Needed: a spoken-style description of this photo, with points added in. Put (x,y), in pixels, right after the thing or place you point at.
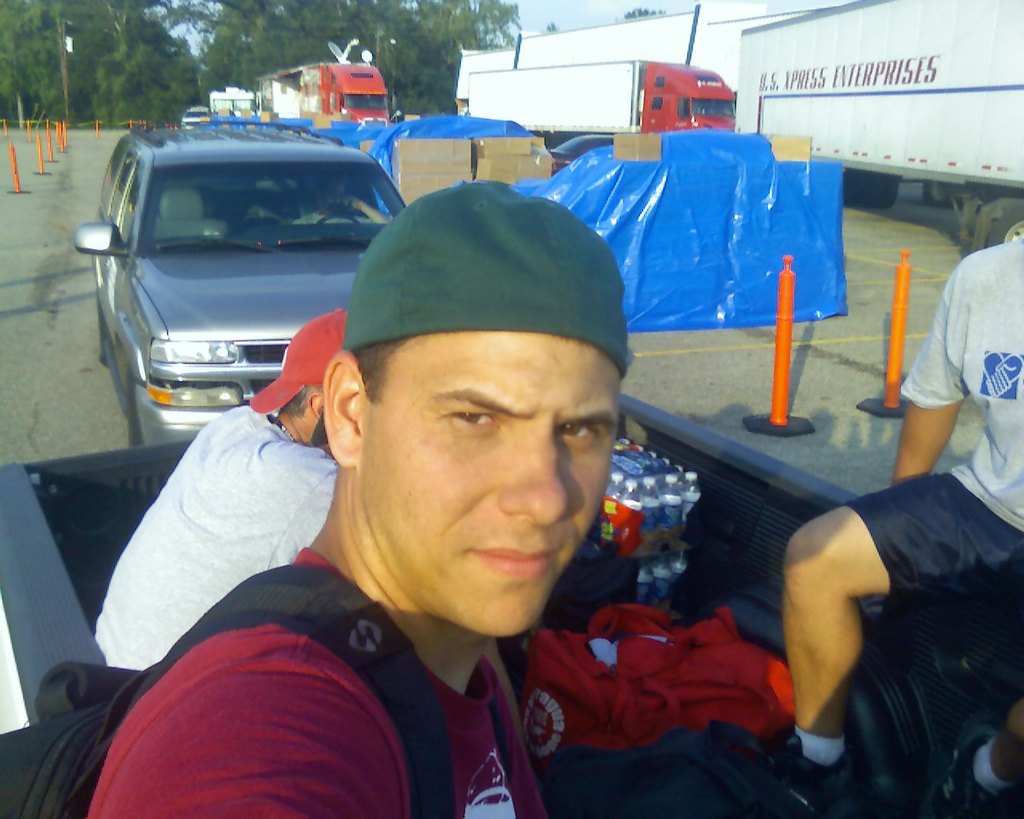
This image consists of three persons (514,703). In the front (361,769), the man (343,739) is holding a camera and clicking image. He is wearing red t-shirt (311,673). In the background (226,170), there is car (292,178) along with boxes (532,164). To the right (745,76), there are trucks (799,88). At the bottom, there is truck bed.
